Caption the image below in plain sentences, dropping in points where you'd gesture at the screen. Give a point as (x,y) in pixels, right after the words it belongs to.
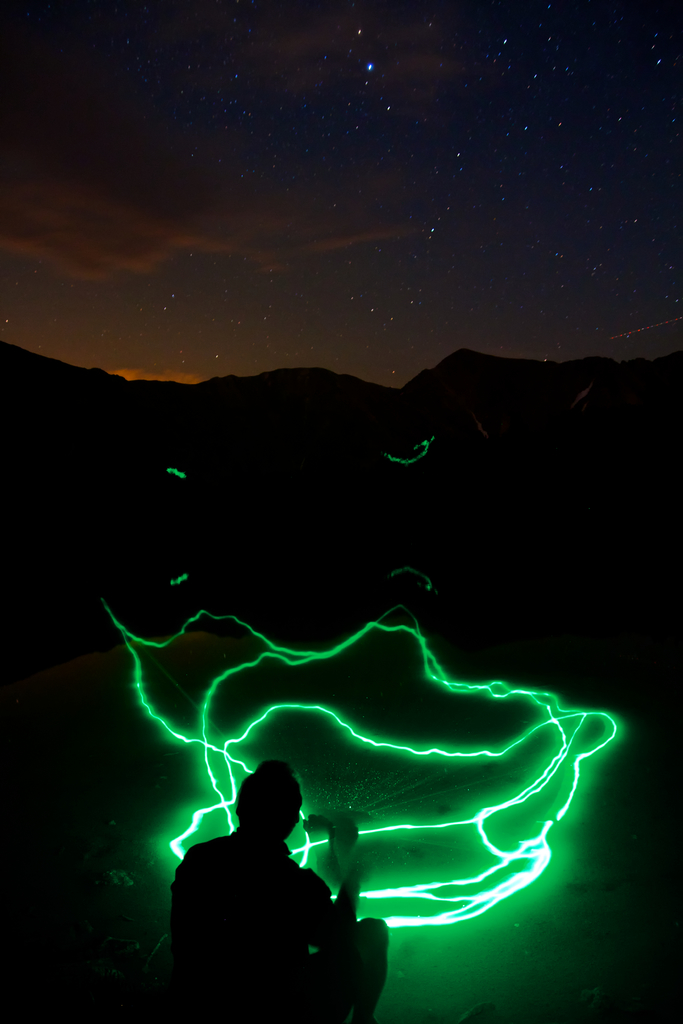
In this image, we can see the background (561,500) is dark. Top of the image (395,327), we can see the sky (372,184) with stars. At the bottom (146,705), we can see a laser light (183,733) in green color. Here we can see a person (282,950).
